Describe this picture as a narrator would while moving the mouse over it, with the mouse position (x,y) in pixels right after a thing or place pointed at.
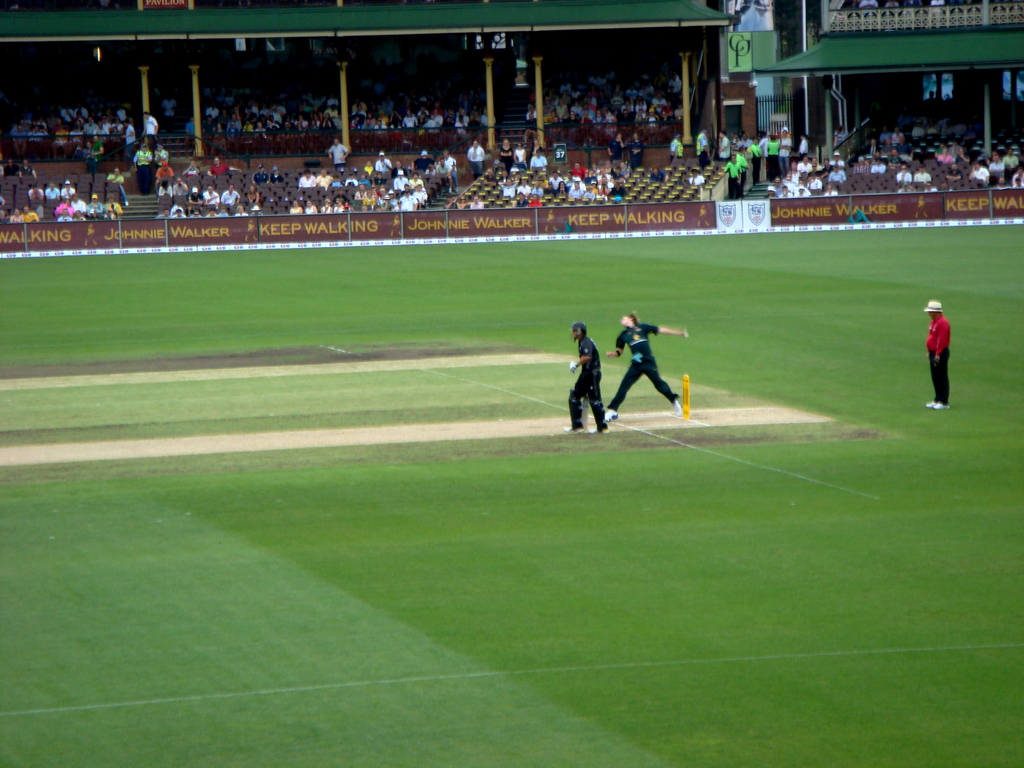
In the foreground of this image (631,498), there are two men (630,380) on the grass (628,404) are playing cricket and there is a man (933,361) standing on the right (933,316). In the background (936,215), there is a banner railing (512,215) and few people (738,150) standing and sitting on the chairs (276,184) under the shed (559,45).
